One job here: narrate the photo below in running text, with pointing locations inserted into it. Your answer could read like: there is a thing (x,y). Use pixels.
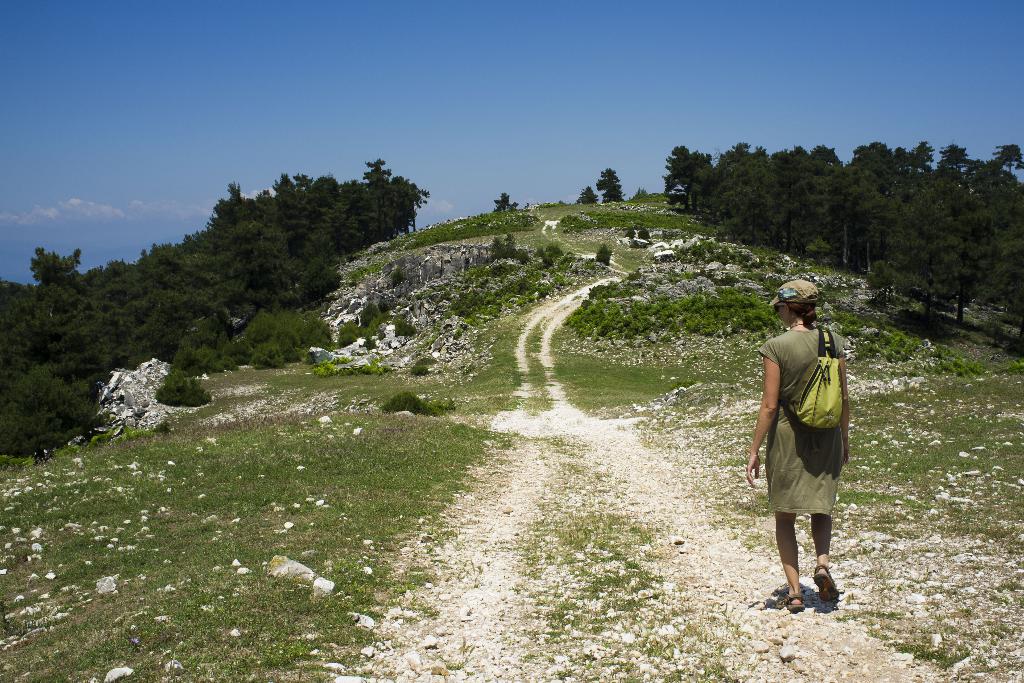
In this image there is a person (793,494) walking, in front of the person (818,479) there is grass (416,462), bushes (446,316), rocks (431,317) and trees (274,285), at the top of the image (90,208) there are clouds (179,206) in the sky (162,236).
